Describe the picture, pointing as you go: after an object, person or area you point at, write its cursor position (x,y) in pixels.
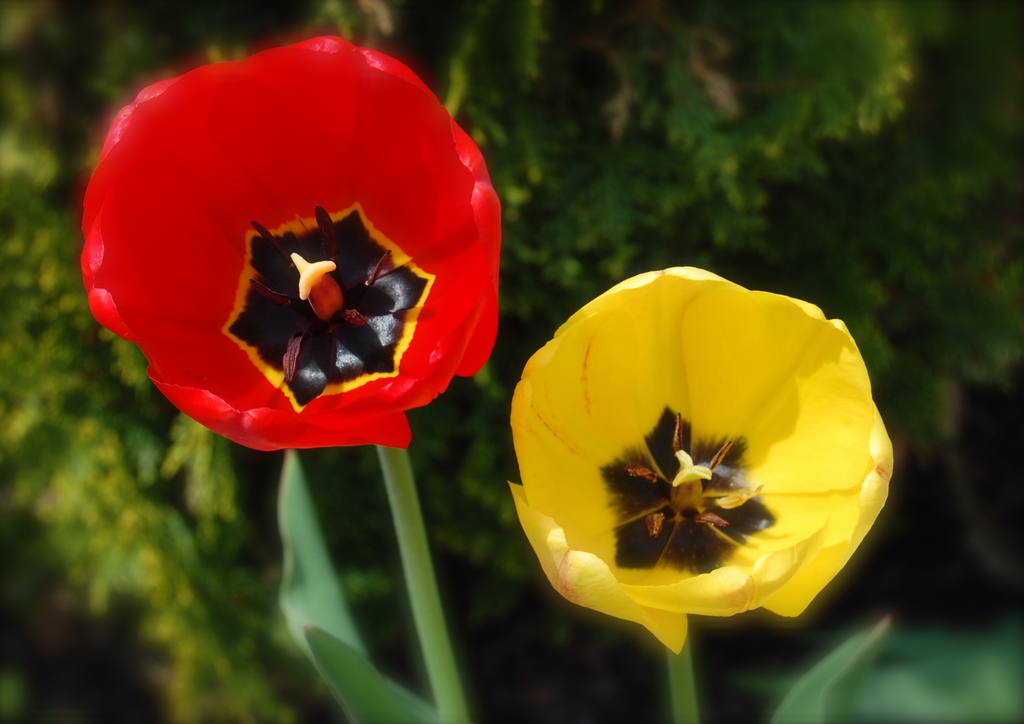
In this image on the right side (795,454), I can see a yellow flower (712,452). On the left side (252,256) I can see a red flower (301,255). I can see the background (180,627) is green in color.
